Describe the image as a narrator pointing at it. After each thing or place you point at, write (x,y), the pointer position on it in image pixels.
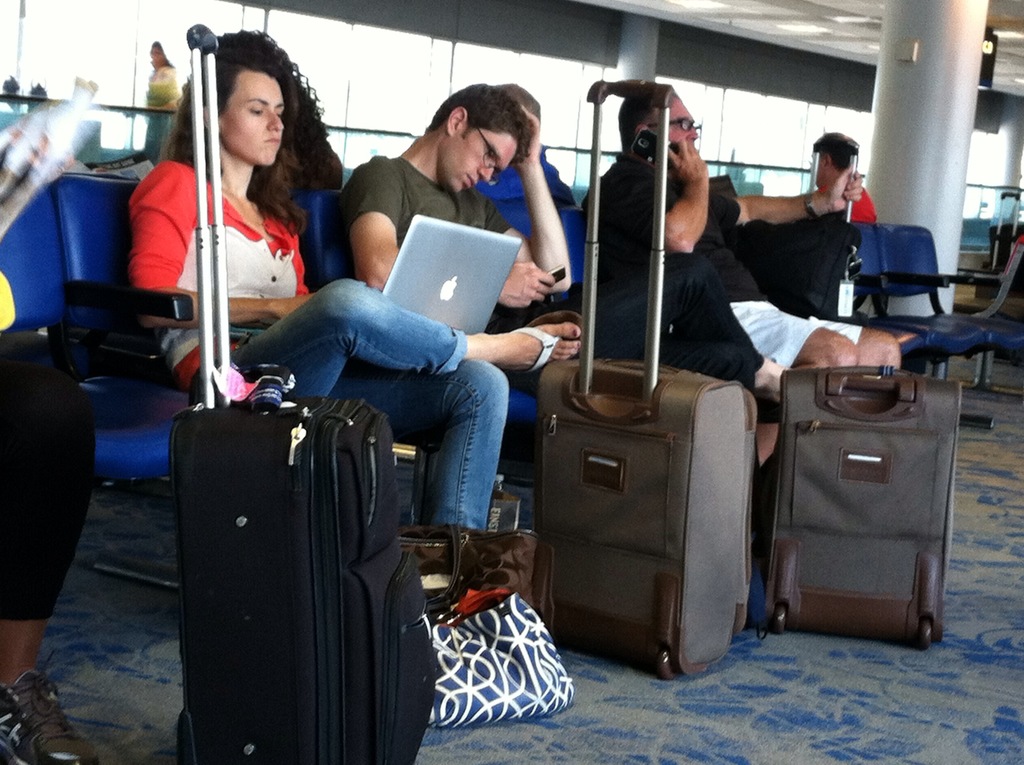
In this picture we can see a group of people (357,249) sitting on seats (897,324) and in front of them we have suitcases (564,467), bags (438,537), laptop (403,277) on them and in background (454,60) we can see pillar (632,71), windows (340,46), fence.
